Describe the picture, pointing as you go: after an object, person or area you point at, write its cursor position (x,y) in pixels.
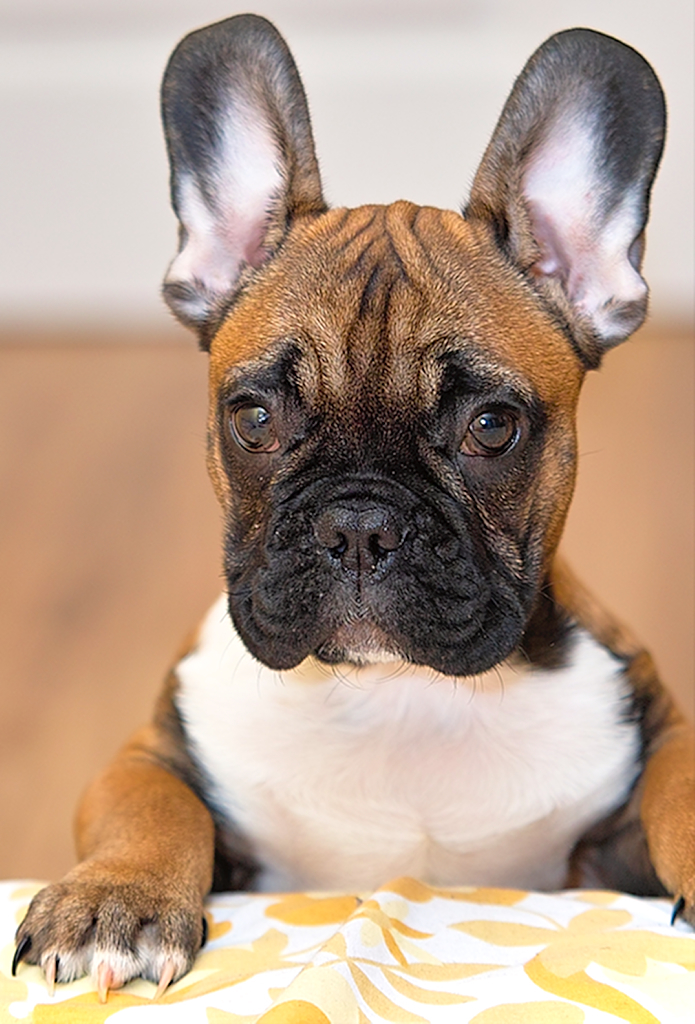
In this image I can see there is a dog (407,763). In front of the dog (147,933) there is a cloth (305,913). And at the back (64,170) it looks like a blur.
